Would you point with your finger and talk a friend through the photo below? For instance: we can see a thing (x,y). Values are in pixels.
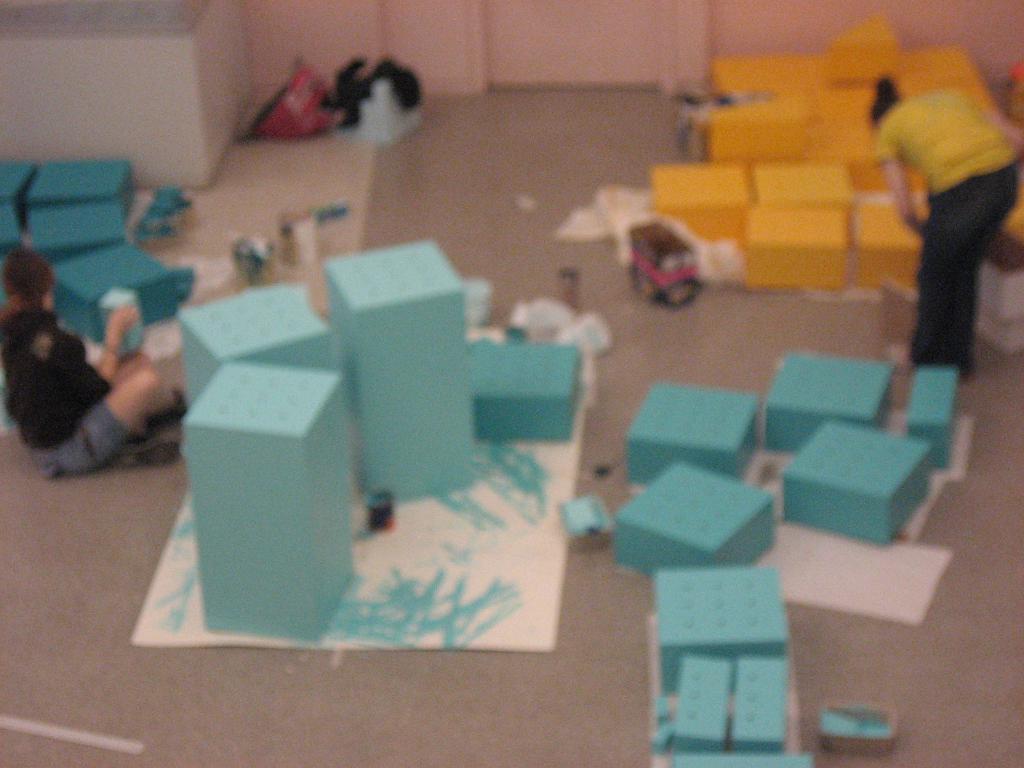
In this image we can see cartons (672,470) and papers (597,231) on the floor (104,606). In addition to this we can see persons (128,387) sitting and standing on the floor (801,307).
